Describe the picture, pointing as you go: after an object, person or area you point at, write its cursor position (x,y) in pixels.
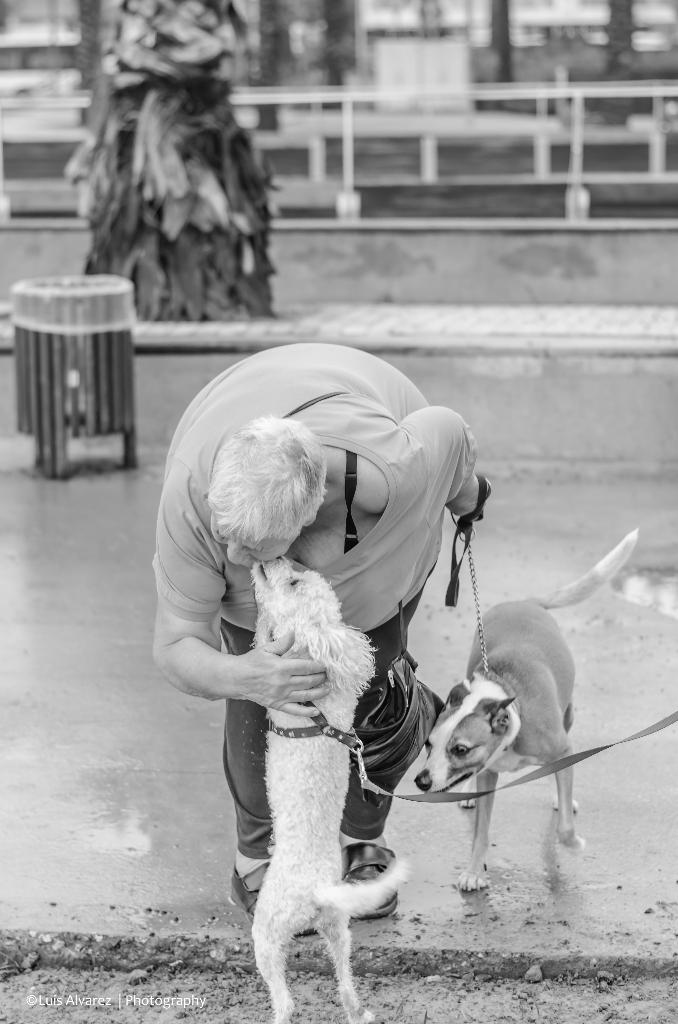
In this image, we can see a person (426,430) wearing clothes (387,586) and holding a dog (461,688) with a leash (476,513). There is an another dog (301,837) at the bottom of the image (313,903). There is a trash bin (66,364) on the left side of the image (57,381).
